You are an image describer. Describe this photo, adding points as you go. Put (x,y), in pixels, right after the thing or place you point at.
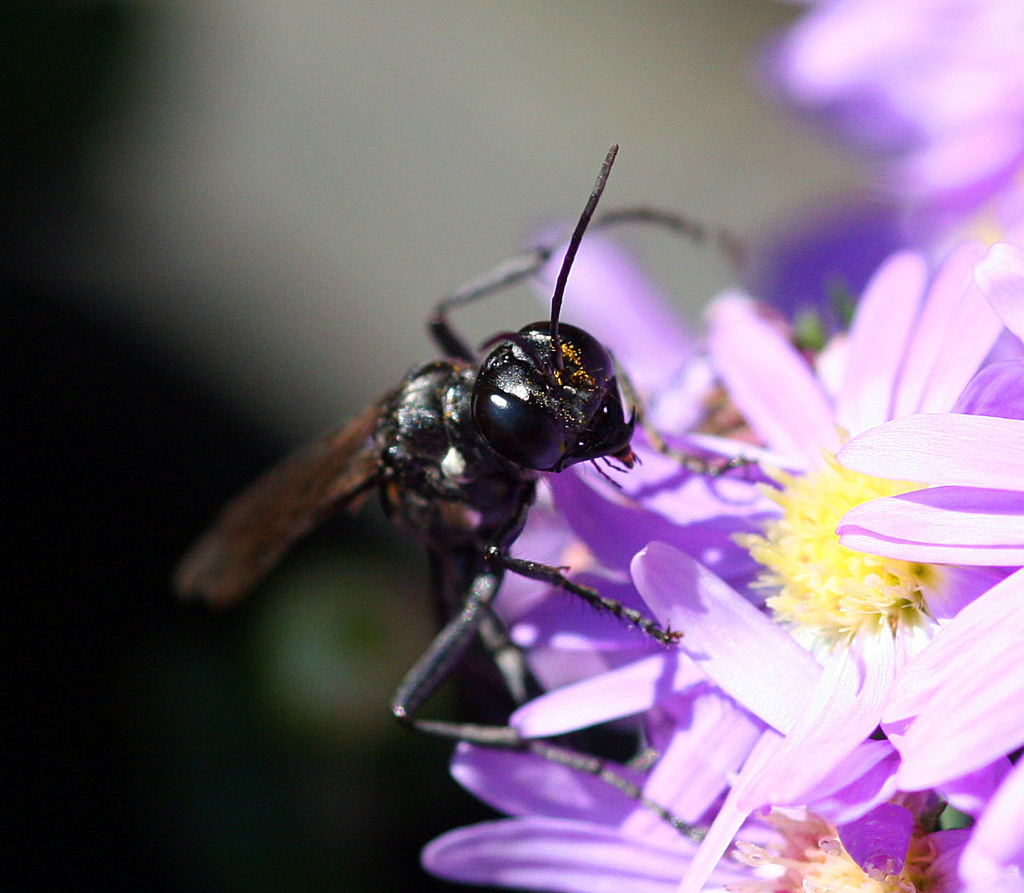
In this image we can see an insect (508,439) on group of flowers (841,610).
